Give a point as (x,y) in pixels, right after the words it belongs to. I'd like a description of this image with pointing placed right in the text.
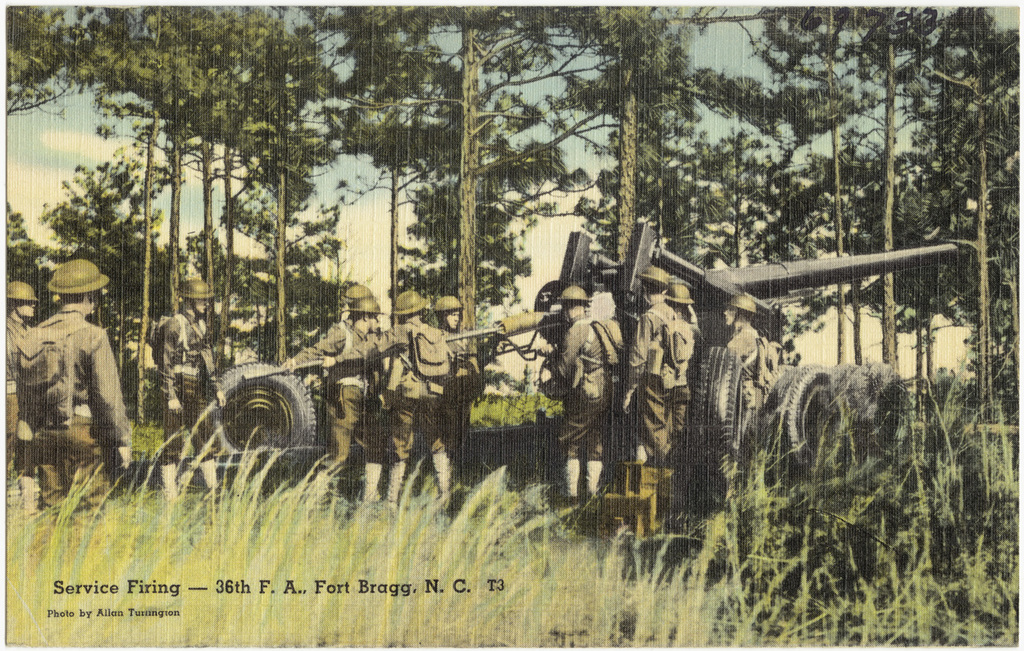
In this image we can see a poster (261,353) of few people (584,374) holding an object (703,296) and there are tires (269,392), grass (357,552), few trees (680,206) and the sky (313,207) in the background (431,198).
